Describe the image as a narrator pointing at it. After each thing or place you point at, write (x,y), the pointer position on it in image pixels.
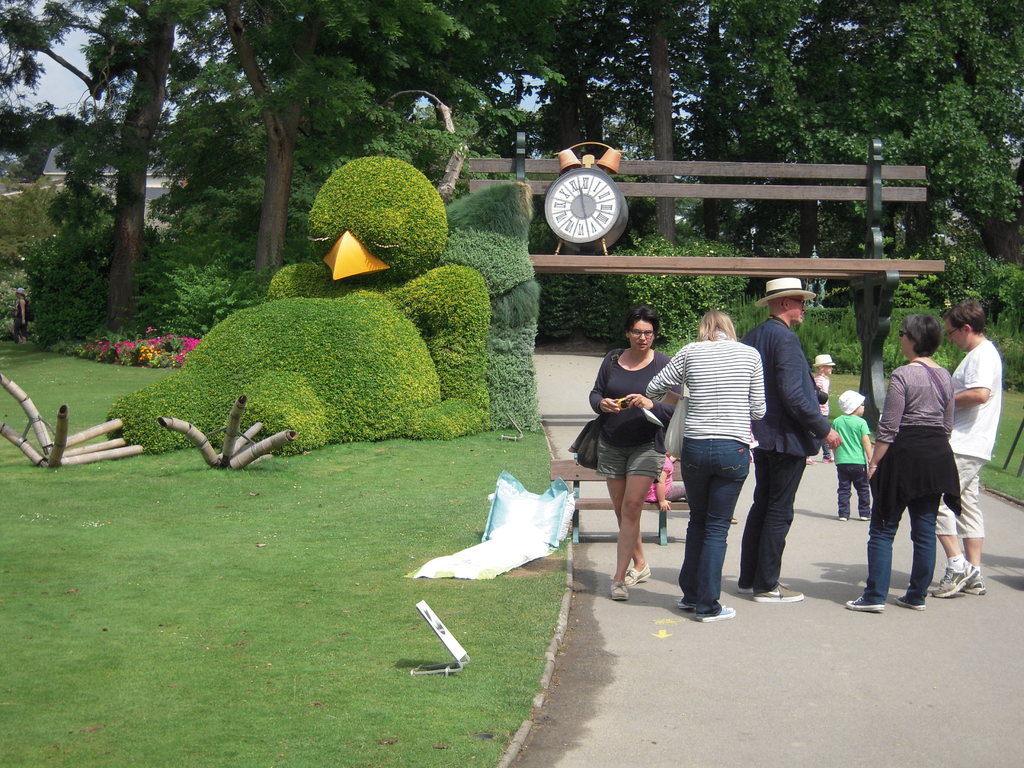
In this picture I can see the road (645,557) in front (669,742) on which there are few people (622,423) and on the left side of this image (237,373) I see the grass (25,352) and the plants (279,340). In the background (139,178) I see the trees (602,45) and I see a clock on the brown color thing (869,223).
